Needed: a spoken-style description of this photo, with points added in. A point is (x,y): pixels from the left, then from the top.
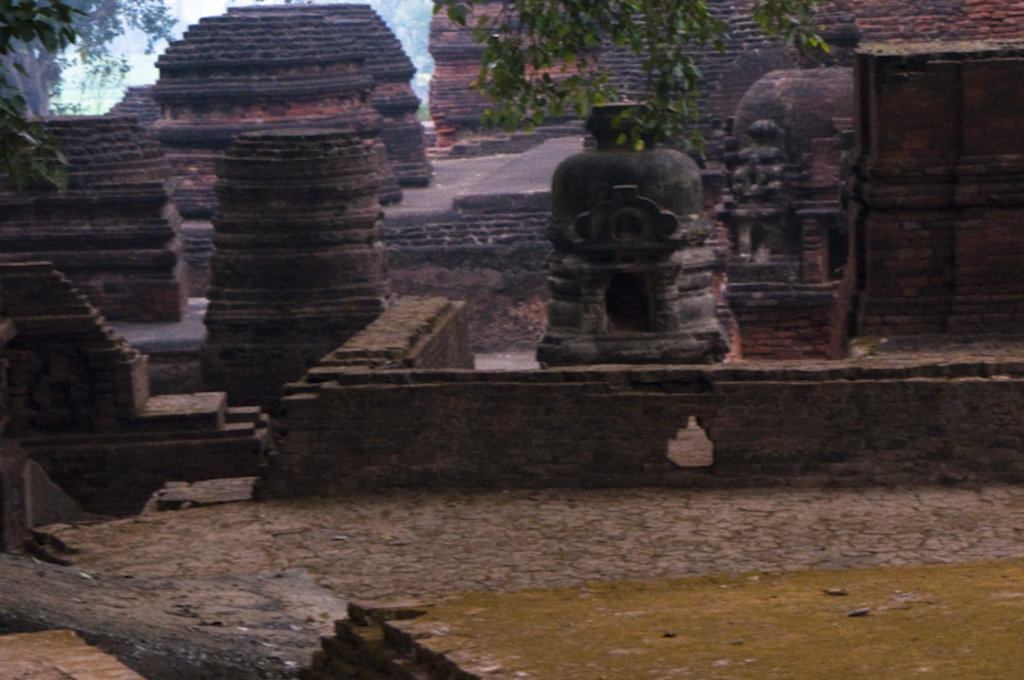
In the picture I can see the ground (692,670), stone sculptures (264,400) and trees (546,73) in the background (40,101).
